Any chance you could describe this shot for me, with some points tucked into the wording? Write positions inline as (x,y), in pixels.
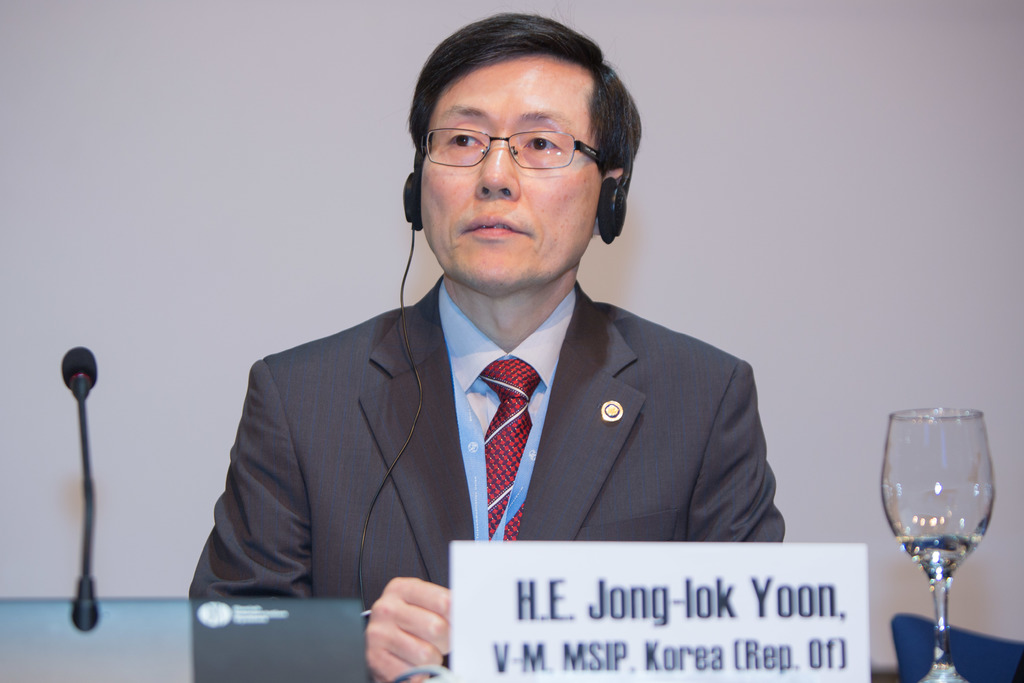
In the foreground of the picture (540,595) there are name plate (729,614), glass (918,467) and mic (87,591). In the center of the picture (440,395) there is a person (555,424) wearing suit (416,386) and headphones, behind him it is wall (858,137) painted white.
